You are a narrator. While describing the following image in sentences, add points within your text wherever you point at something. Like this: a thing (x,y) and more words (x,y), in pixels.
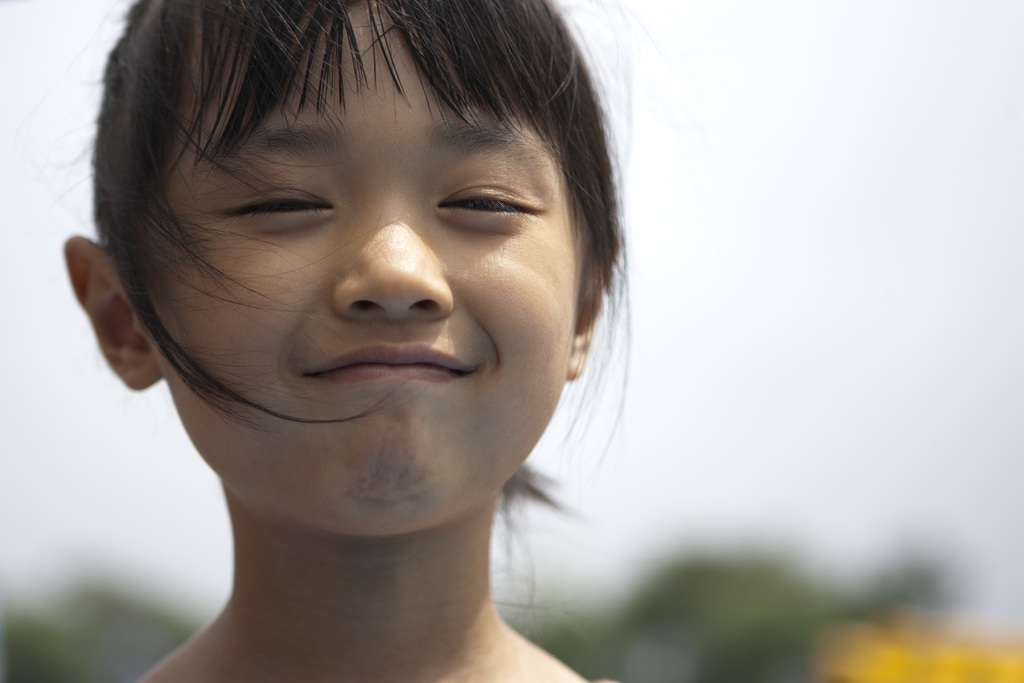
In this image there is a face (292,373) of a girl (409,267) who is smiling.
